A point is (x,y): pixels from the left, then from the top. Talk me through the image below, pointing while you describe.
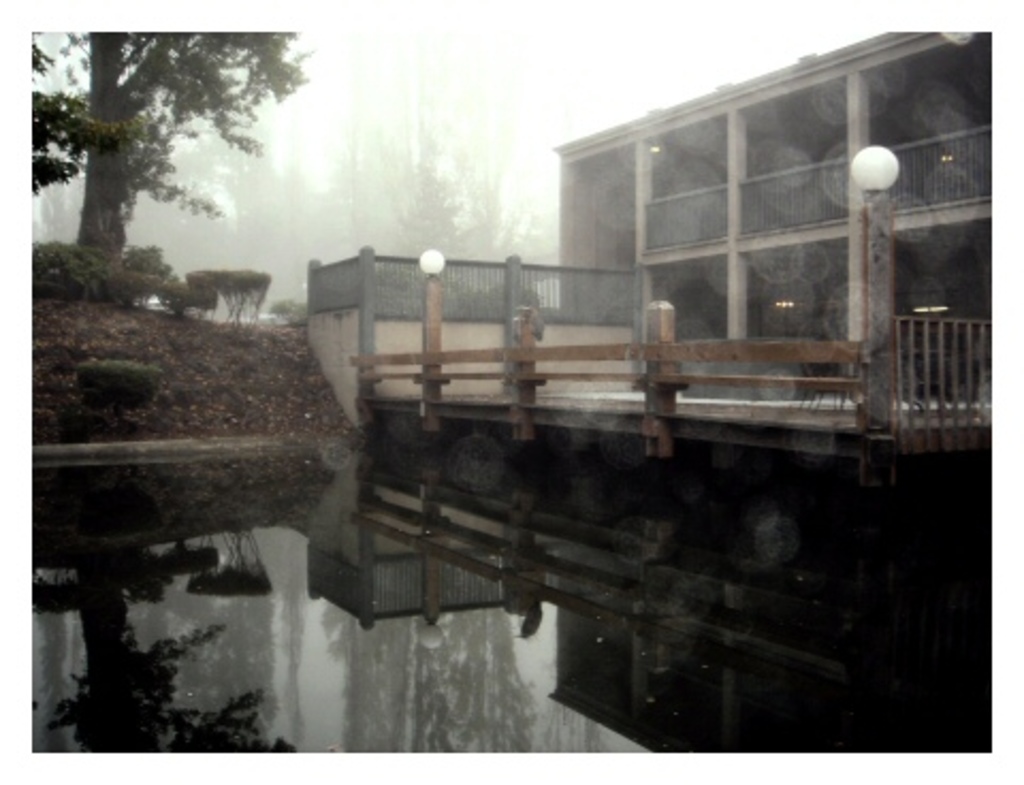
In this image I can see the water (443,593), the railing (477,361), the ground (270,348), few trees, a building (701,205) and few lights (860,168). In the background (472,123) I can see the sky (530,64).
